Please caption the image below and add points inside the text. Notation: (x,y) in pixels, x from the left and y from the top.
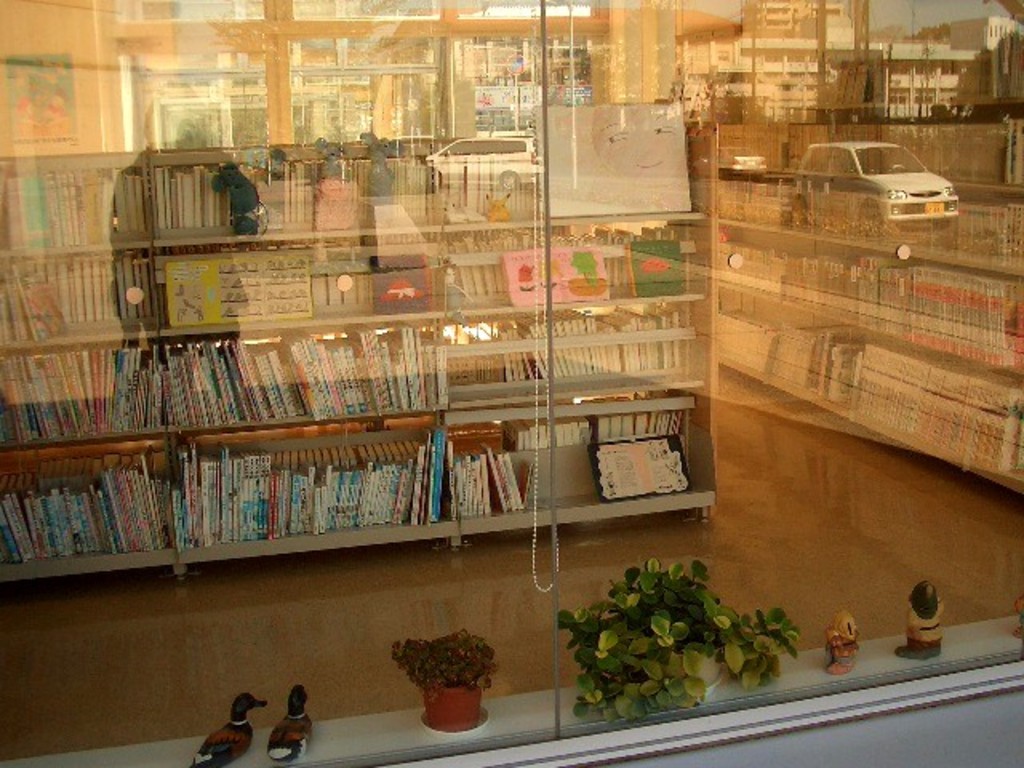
In this image I can see books (373,396) in the racks (501,434). There are some objects (843,639) and there is a glass wall (592,185) or a window (796,409). On the transparent glass (883,103) I can see the reflection (826,28) of buildings (986,29), vehicles (872,180), book racks (821,327) and sky (983,10).
